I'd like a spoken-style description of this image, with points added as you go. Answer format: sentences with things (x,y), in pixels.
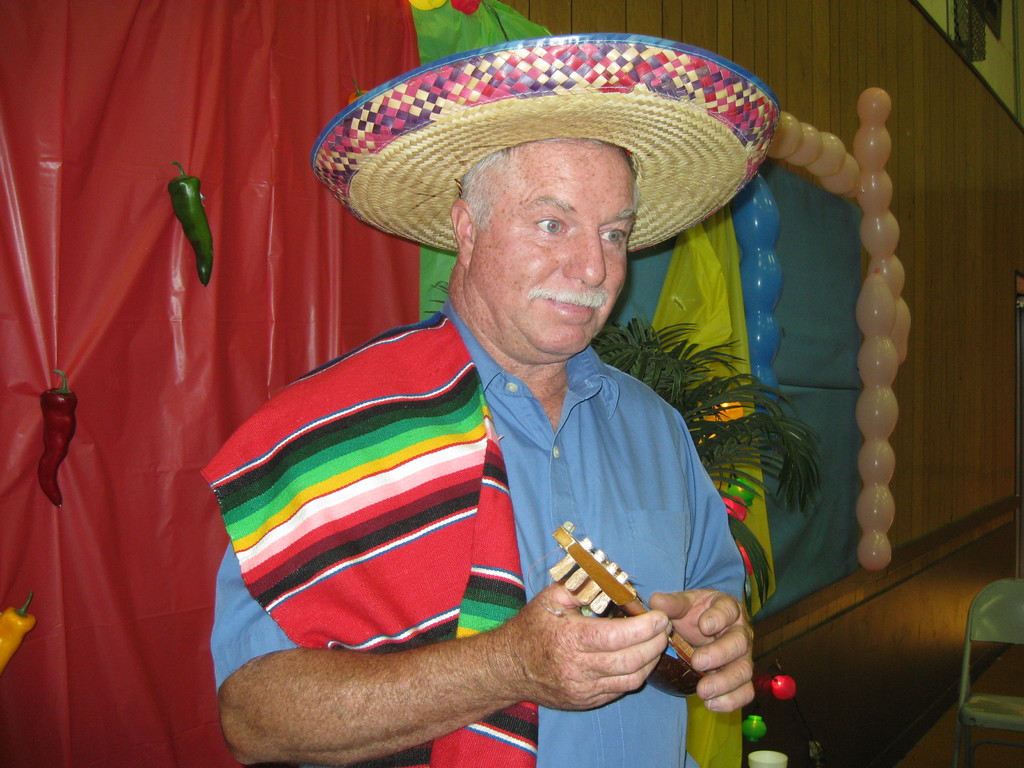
In the center of the image (473,476) we can see a man (648,614) is standing and holding an object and wearing a hat (703,137) and we can see a cloth (466,452) on him. In the background of the image (237,143) we can see the sheets (237,182), balloons (769,377), plant (804,455), lights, wall (978,286). On the left side of the image (172,213) we can see the chillies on the sheet (112,458). In the bottom right corner (882,697) we can see the wall (925,664), chair (998,725), lights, glass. In the top right corner (997,2) we can see a board (969,28) on the wall (933,60).
